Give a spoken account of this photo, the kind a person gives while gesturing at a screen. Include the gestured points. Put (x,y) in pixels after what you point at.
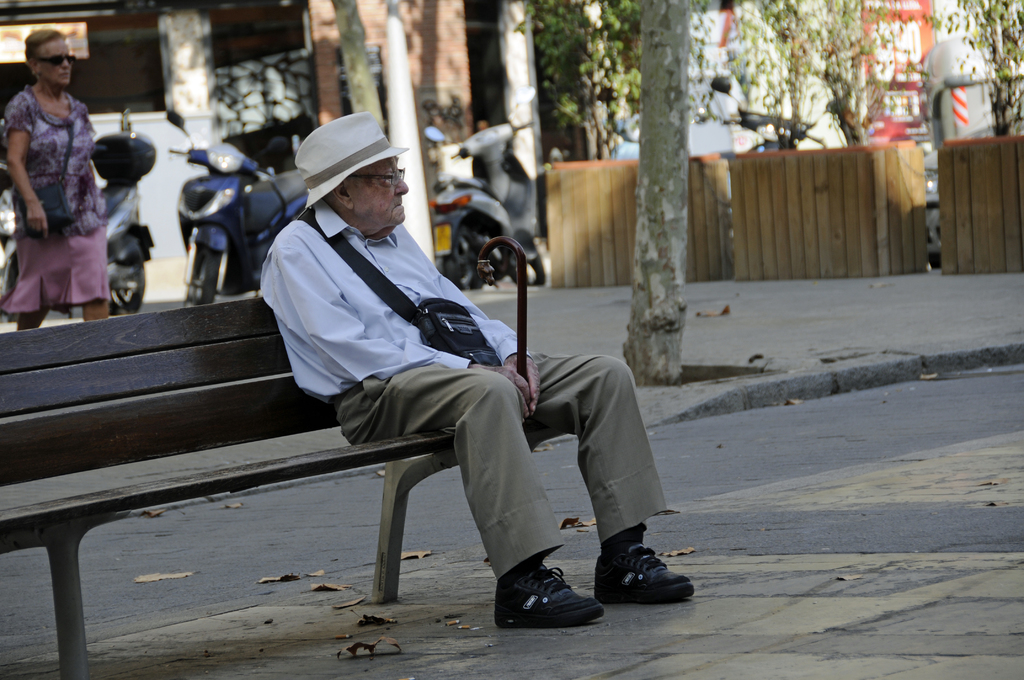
In this image I can see a person (370,433) sitting on the bench (229,442). To the back of him there is a person (81,221) walking. To the right (839,125) there are trees (843,84), vehicles (258,212) and the building (310,73).
